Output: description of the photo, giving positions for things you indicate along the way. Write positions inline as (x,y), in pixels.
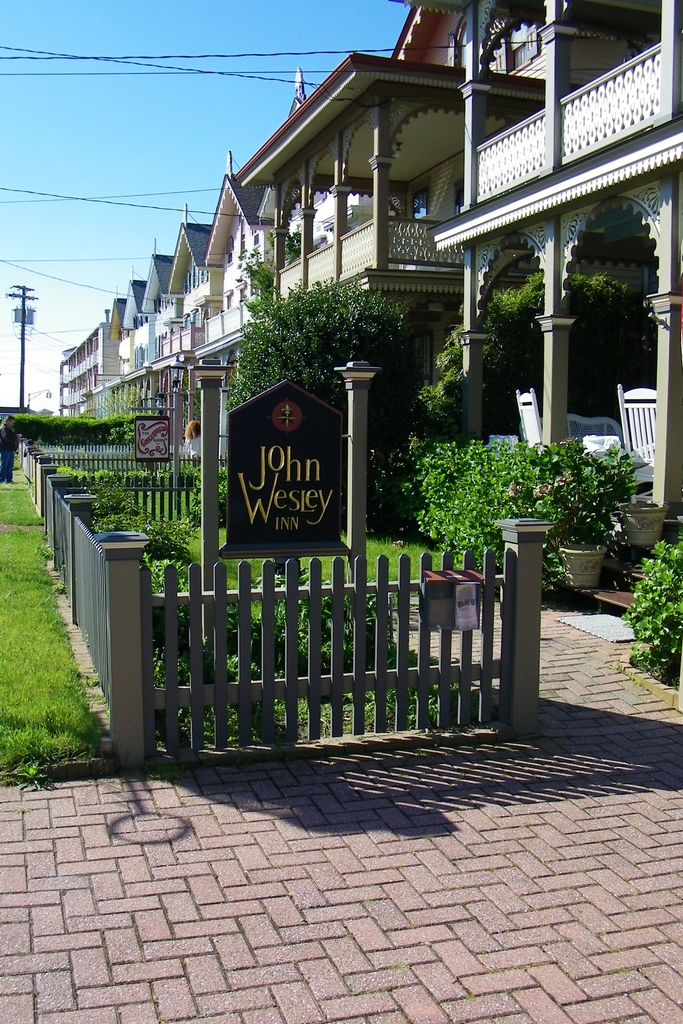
In this image we can see many buildings (379,257). There are many plants (371,417) in the image. We can see the sky (112,141) in the image. There are few cables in the image. There is a pole (24,337) at the left side of the image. There is a grassy land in the image. There is a board (260,469) in the image.
